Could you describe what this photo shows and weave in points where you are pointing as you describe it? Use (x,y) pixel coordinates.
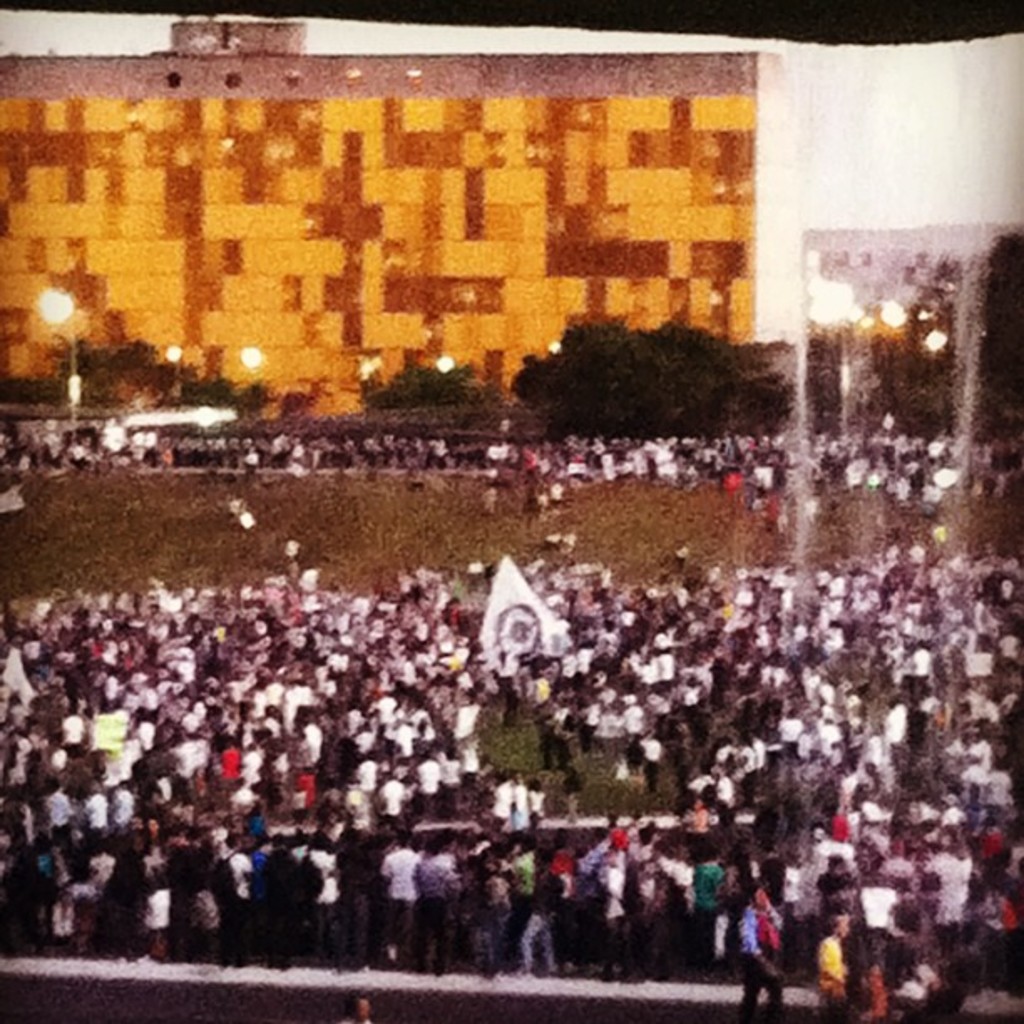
In this image there is a ground (435,515). There is a huge crowd of people (350,763). There is grass (637,552). There are trees (558,421). There are buildings (398,344) in the background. There are street lights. There is a sky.
